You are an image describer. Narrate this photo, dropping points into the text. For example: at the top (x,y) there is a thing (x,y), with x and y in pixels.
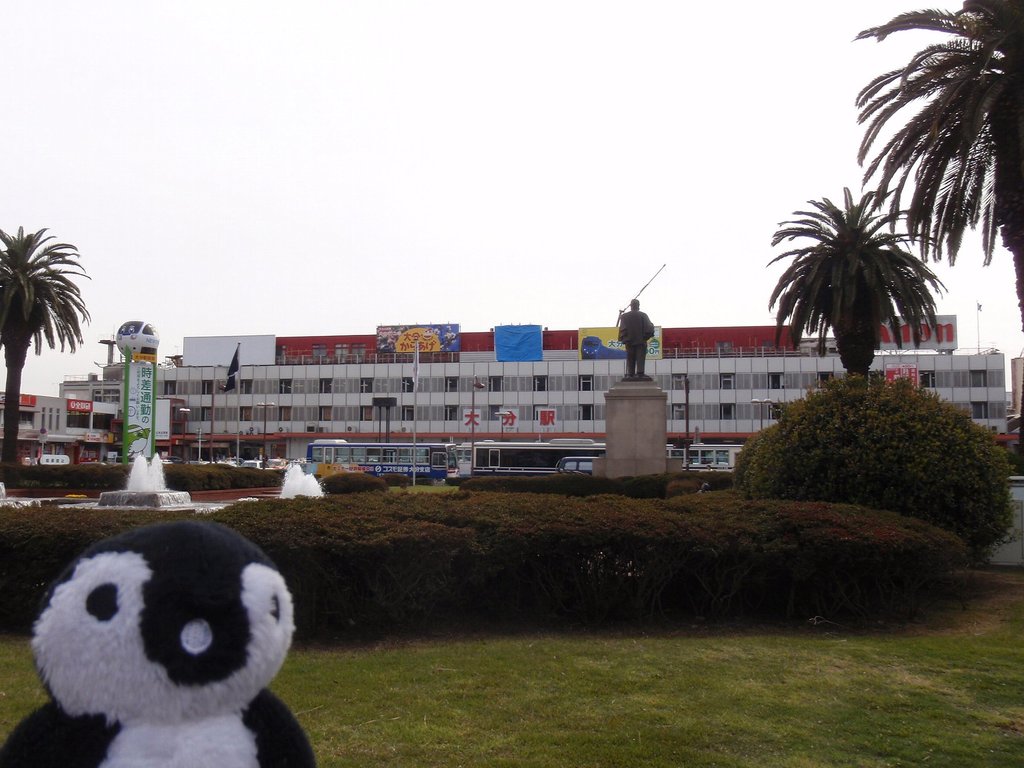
On the left side of the image (212,657) we can see one soft toy (176,681). In the background (429,234), we can see the sky (508,157), buildings (535,400), trees (946,216), plants (456,484), grass (337,761), vehicles (402,464), fountain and a few other objects (412,334).
